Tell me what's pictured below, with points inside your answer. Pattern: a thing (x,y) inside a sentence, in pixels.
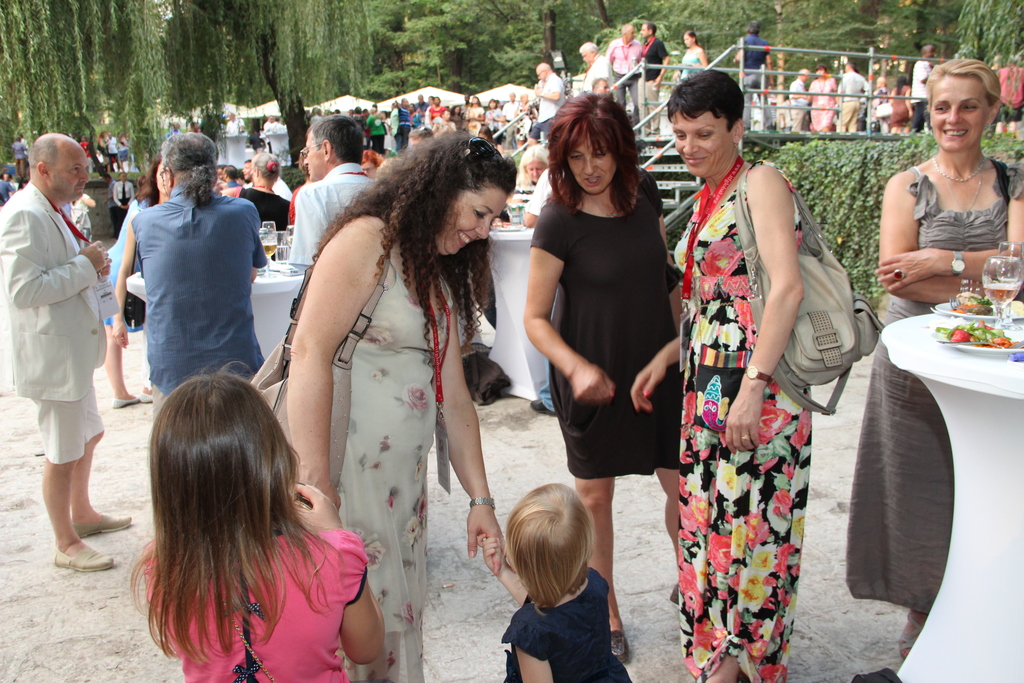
In this image we can see many people (473,490). We can also see the kids (256,600) and also tables (966,373) and on the tables (977,392) we can see the plates (979,349) of food items (970,334) and glasses (989,284). We can also see the stairs (665,196), trees (471,68) and also the white color tents (386,104) for shelter. Sand (65,605) is also visible in this image.
